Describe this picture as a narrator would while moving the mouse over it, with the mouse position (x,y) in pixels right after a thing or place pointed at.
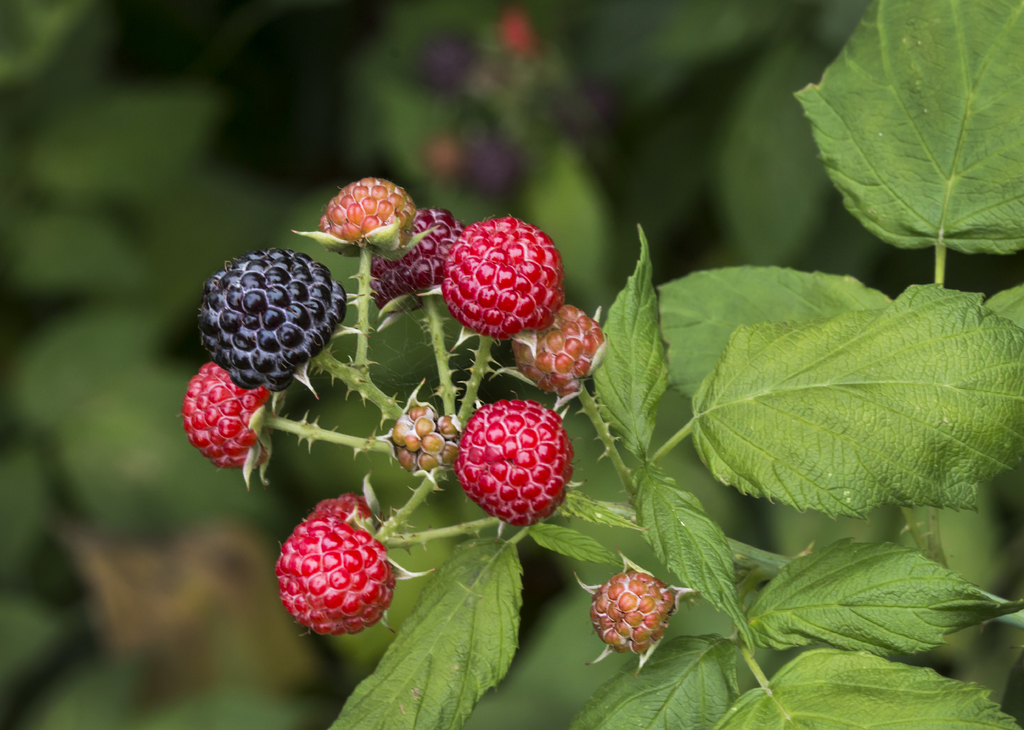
In this picture we can see fruits (235,342), leaves (775,449) and blurry background (512,194).
